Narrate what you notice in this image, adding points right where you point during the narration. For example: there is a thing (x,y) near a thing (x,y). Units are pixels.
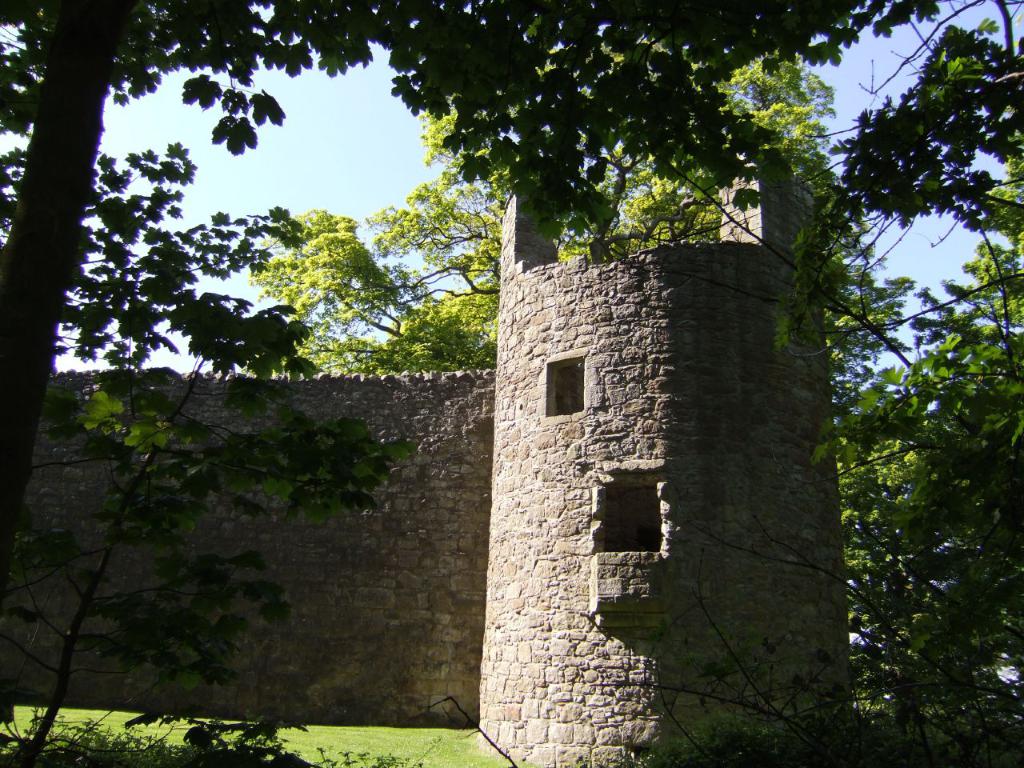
In this image in the front (176,597) there are plants (172,675). In the center (654,426) there is grass (418,737) on the ground (426,739) and there is pillar (675,493). In the background (426,395) there is wall (411,411) and there are trees (440,230).
